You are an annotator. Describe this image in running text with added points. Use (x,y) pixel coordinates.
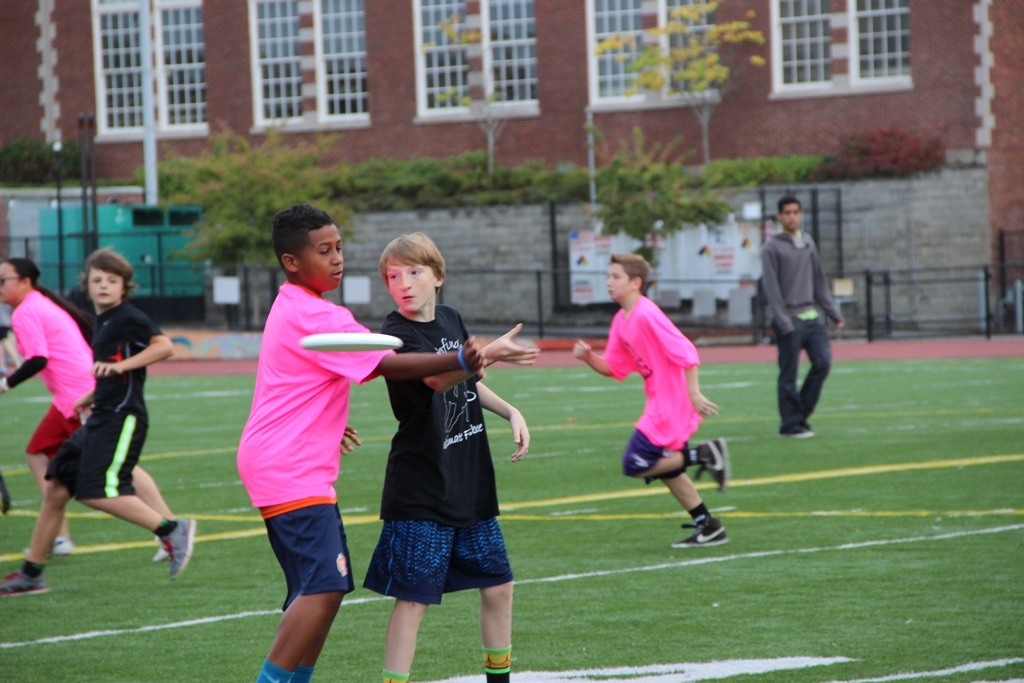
In this picture I can observe some children (407,399) playing in the ground (177,373). I can see pink and black color jerseys (293,389). There is a white color disc (334,344) flying in the air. I can observe black color railing (441,302) in the background (574,287). There is a brown color building (466,123) and I can observe some plants (454,195) in the background (221,189).
